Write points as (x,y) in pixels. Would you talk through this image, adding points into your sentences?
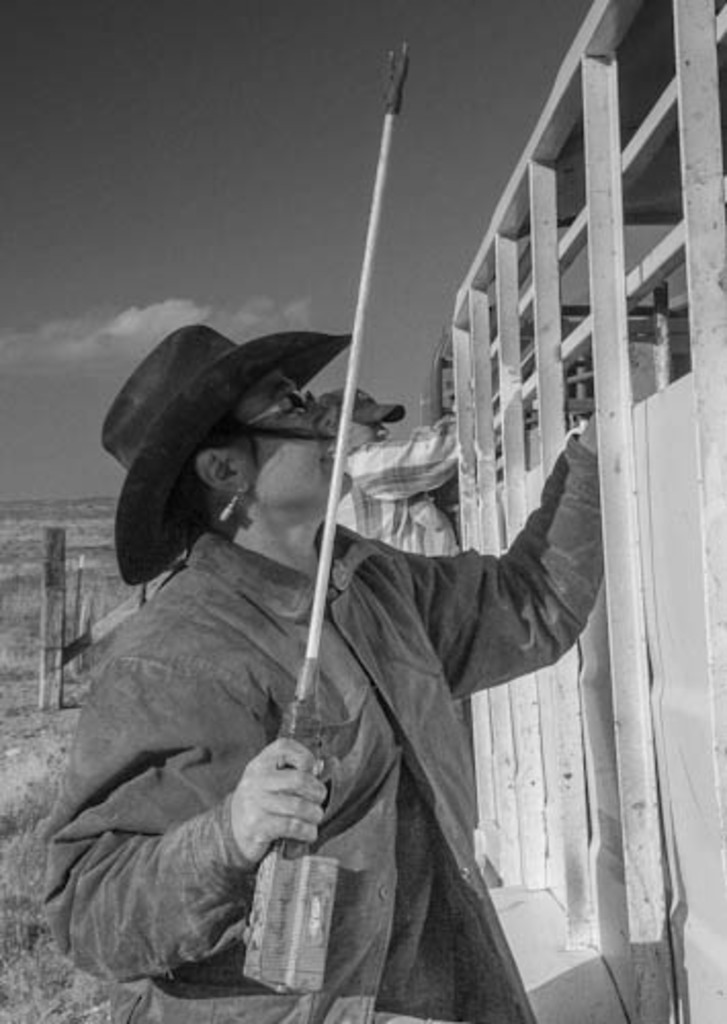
In this image we can see there are people (361,560) standing on the ground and holding a stick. In front (552,725) there is a fence (536,211). And at the top (279,219) there is a sky (293,159).
